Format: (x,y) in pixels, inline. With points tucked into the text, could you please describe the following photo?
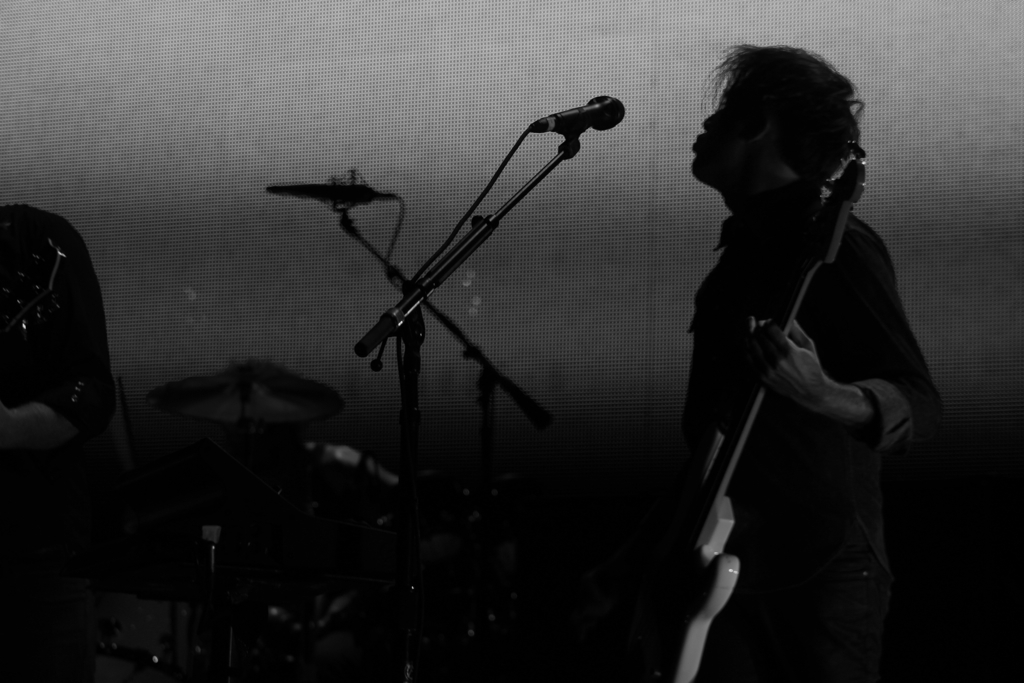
In this image I can see a person (738,415) holding a guitar (716,554). I can see a mike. On the left side (271,498) I can see the musical instruments (325,553). In the background (277,126), I can see the wall (438,41).
